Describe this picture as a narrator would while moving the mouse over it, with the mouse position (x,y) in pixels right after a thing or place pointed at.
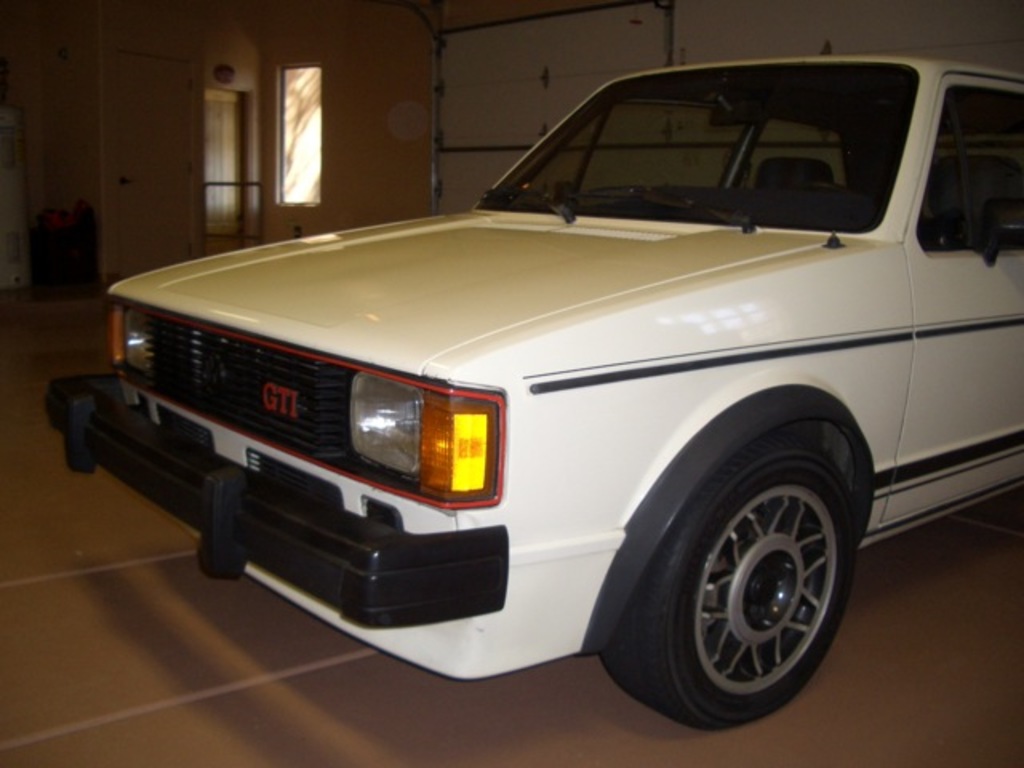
In this image, we can see a vehicle (620,241) beside the wall (406,148). There is a window (283,121) and door (159,208) in the top left of the image (175,216).
